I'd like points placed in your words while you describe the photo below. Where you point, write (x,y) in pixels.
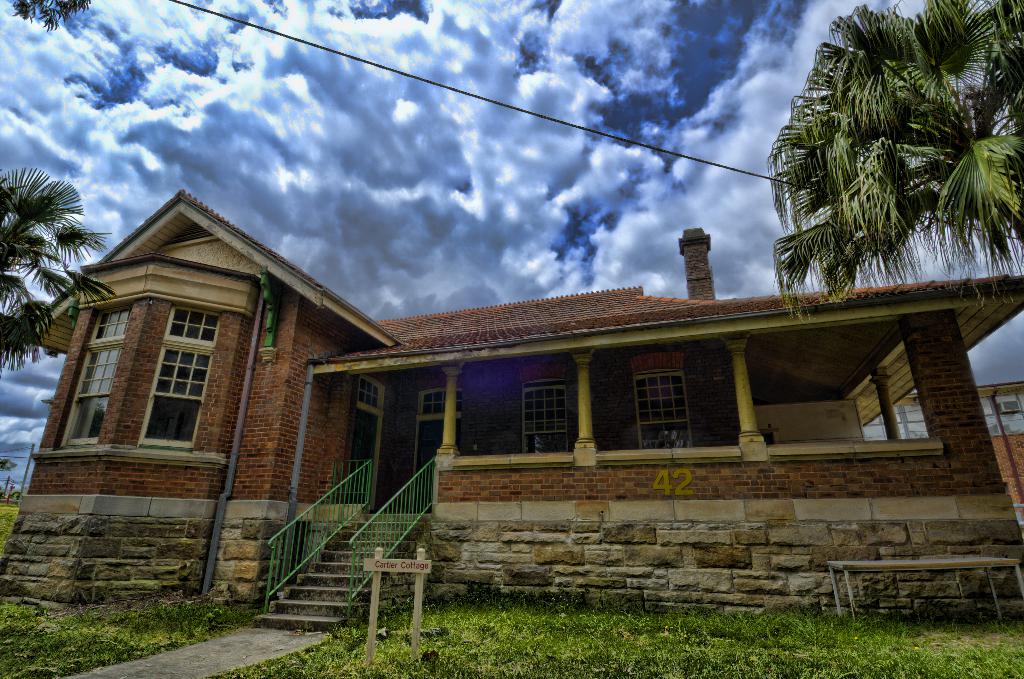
At the bottom of the image (811,618) on the ground (452,629) there is grass (395,636) and also there is a table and wooden sign board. In the image there is a house (307,342) with roofs (393,351), walls (347,400), poles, pillars (955,370), glass windows (144,425) and chimney (695,258). At the top of the image (776,27) there is sky (527,99) with clouds (599,107) and also there are trees (836,198) and wires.
